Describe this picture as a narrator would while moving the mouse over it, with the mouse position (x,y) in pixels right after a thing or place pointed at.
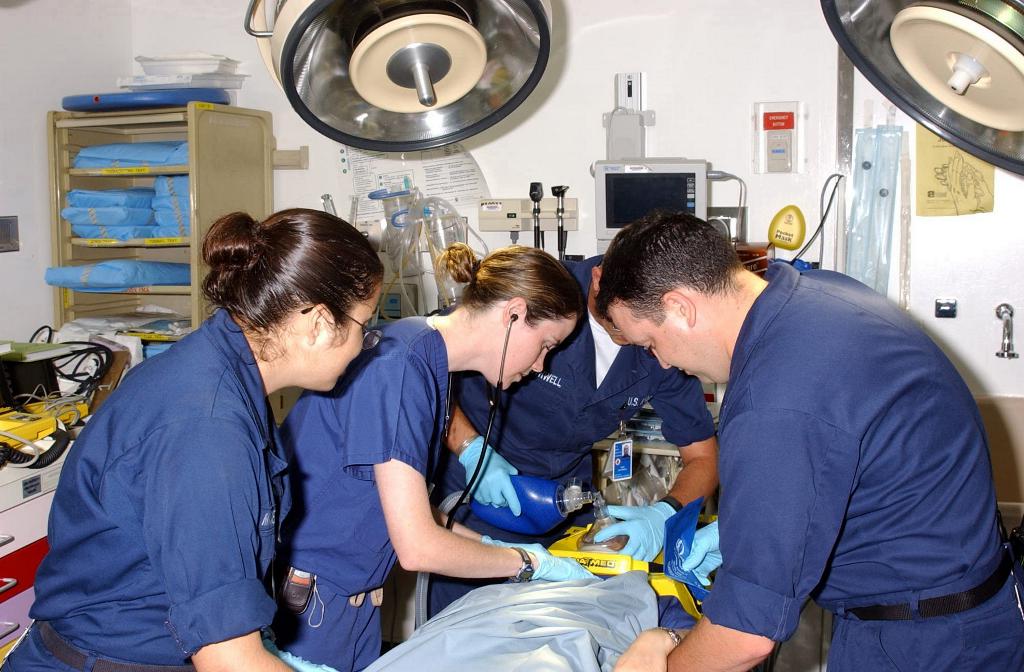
In this image, there are four persons (296,500) standing and a person (613,625) lying. On the left side of the image (89,403), there are few objects (67,372) on a table (27,476) and few objects (136,323) in the racks (194,189). In the background (412,243), I can see a screen (599,217), devices (425,243), few objects (418,224) and there is a poster (966,208) attached to the wall (656,27). At the top of the image (550,37), I can see the surgical lights (959,78).
